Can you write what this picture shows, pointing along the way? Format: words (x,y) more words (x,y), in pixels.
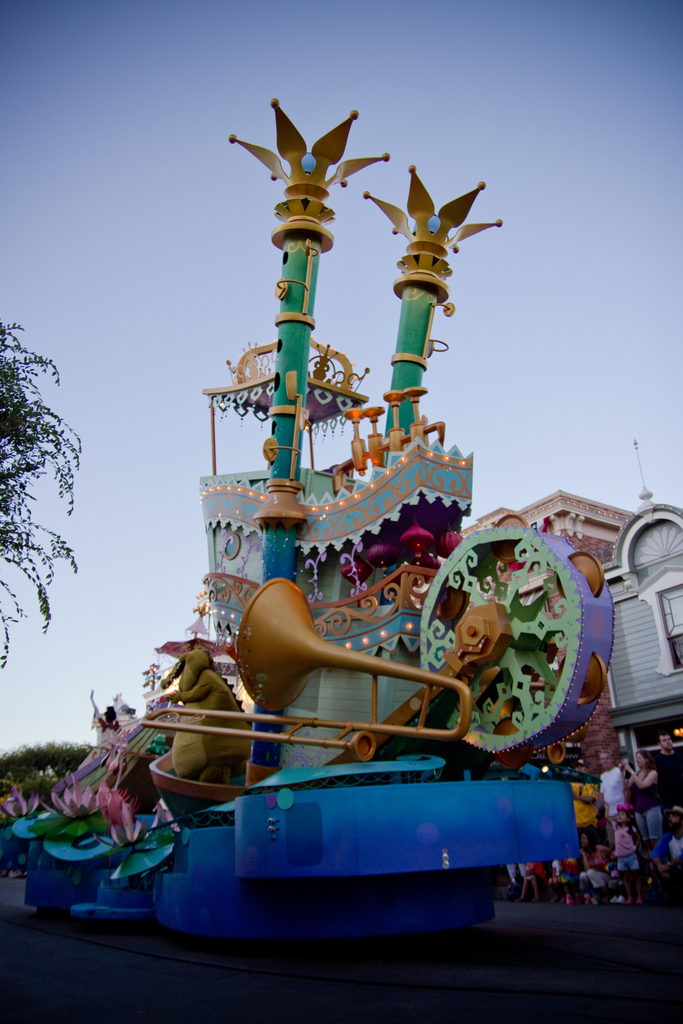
In this image we can see a group of people (630,866) standing aside on the road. There is a vehicle (323,774) moving on the road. There are two trees (13,427) in the image. There is a house (661,546) in the image. There is clear and blue sky (57,737) in the image.
